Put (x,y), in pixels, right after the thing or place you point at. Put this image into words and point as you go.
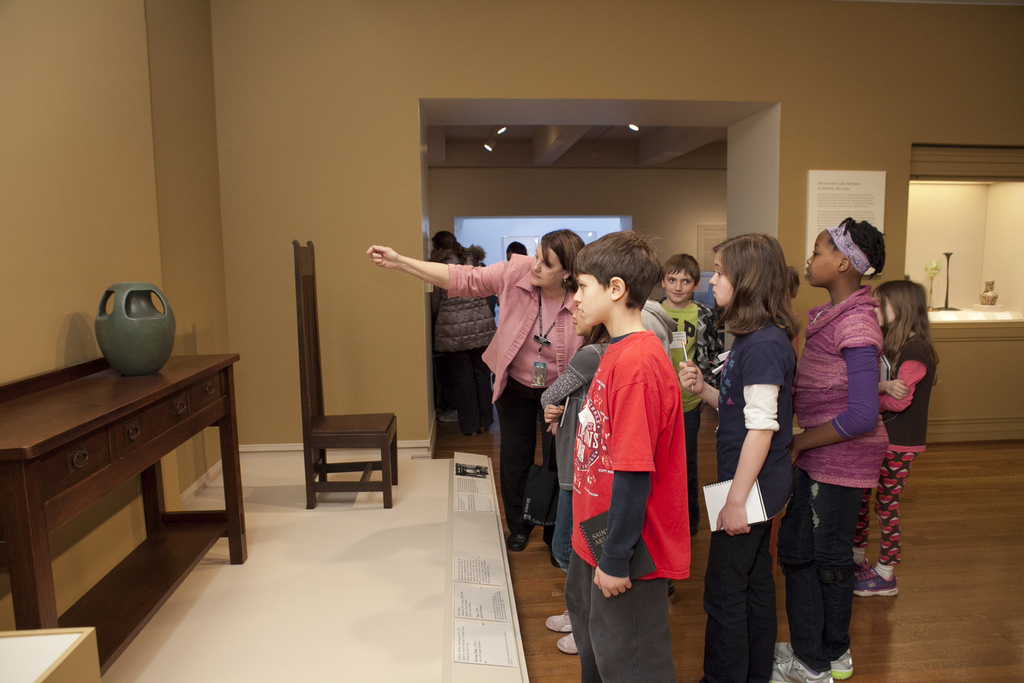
This picture describes about group of people (523,334) they are all standing in front of wall (15,159) and we can see an object (129,337) on the table (106,405), and also we can see a chair (336,436) and couple of lights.
